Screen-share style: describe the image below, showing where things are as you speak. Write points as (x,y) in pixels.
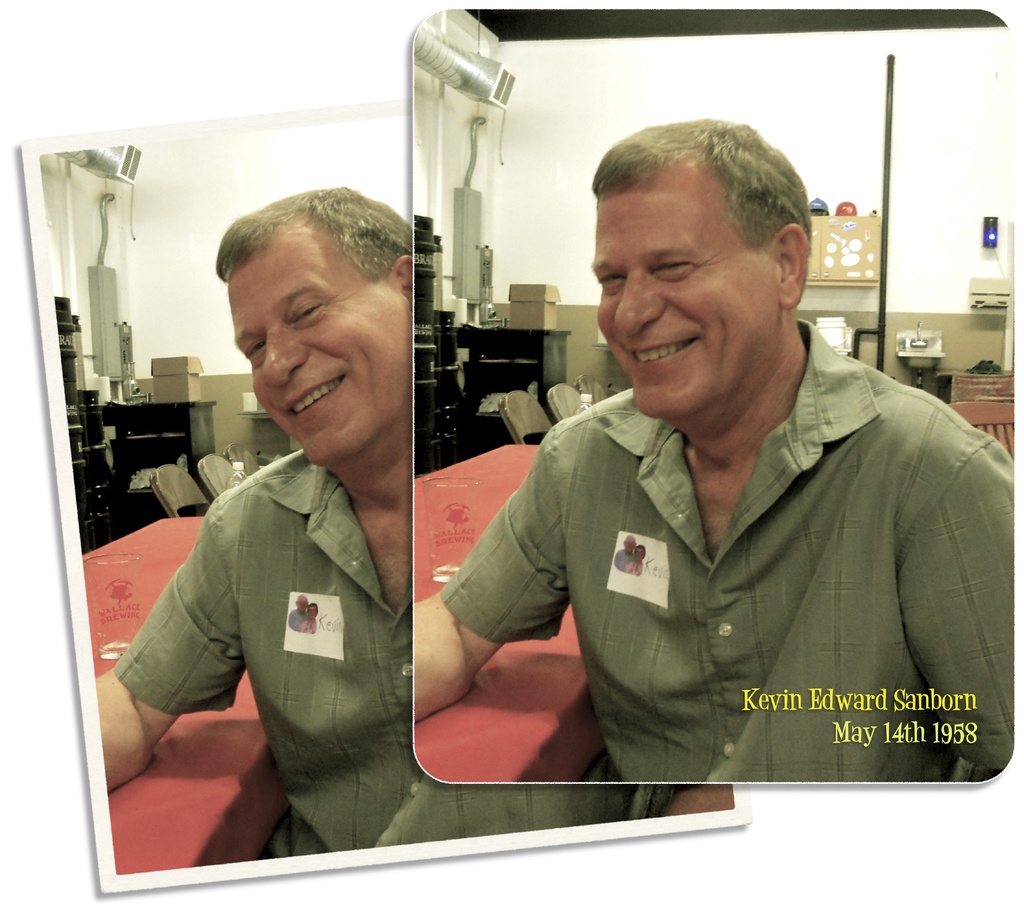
In this picture there is collage of an image where a person (545,620) is sitting and smiling and there are few other objects (476,271) behind him and there is something written in the right corner (933,731).
